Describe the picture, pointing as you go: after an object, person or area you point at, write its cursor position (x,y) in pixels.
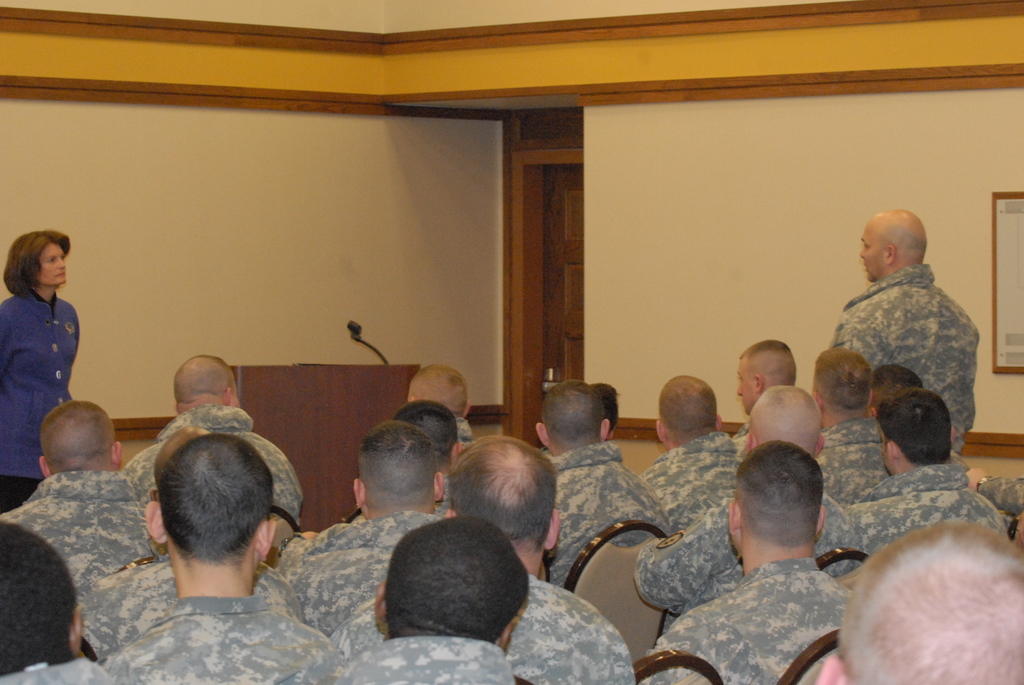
There are persons (261,451) in uniform (54,484) sitting on chairs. On the left side (63,334), there is a woman (18,244) in blue color shirt (46,320) standing. On the right (893,298), there is a person (883,278) in an uniform (943,294), standing. In the background (969,249), there is a frame (1000,210) on the wall (966,156), there is a stand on which, there is a mic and there is a door (575,352).
